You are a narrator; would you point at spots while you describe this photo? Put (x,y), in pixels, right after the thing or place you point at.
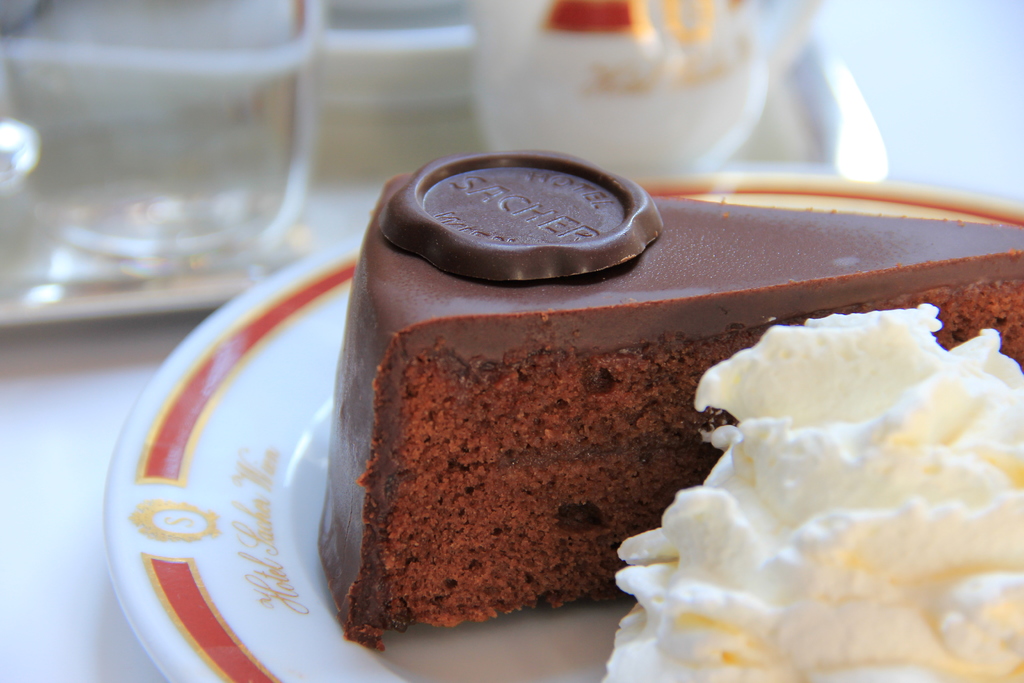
There is a white plate (185,494) with red border (185,394) and something written on that. On the plate (450,647) there is a chocolate cake piece (512,514) and white cream (756,506). In the background (443,87) it is blurred.
